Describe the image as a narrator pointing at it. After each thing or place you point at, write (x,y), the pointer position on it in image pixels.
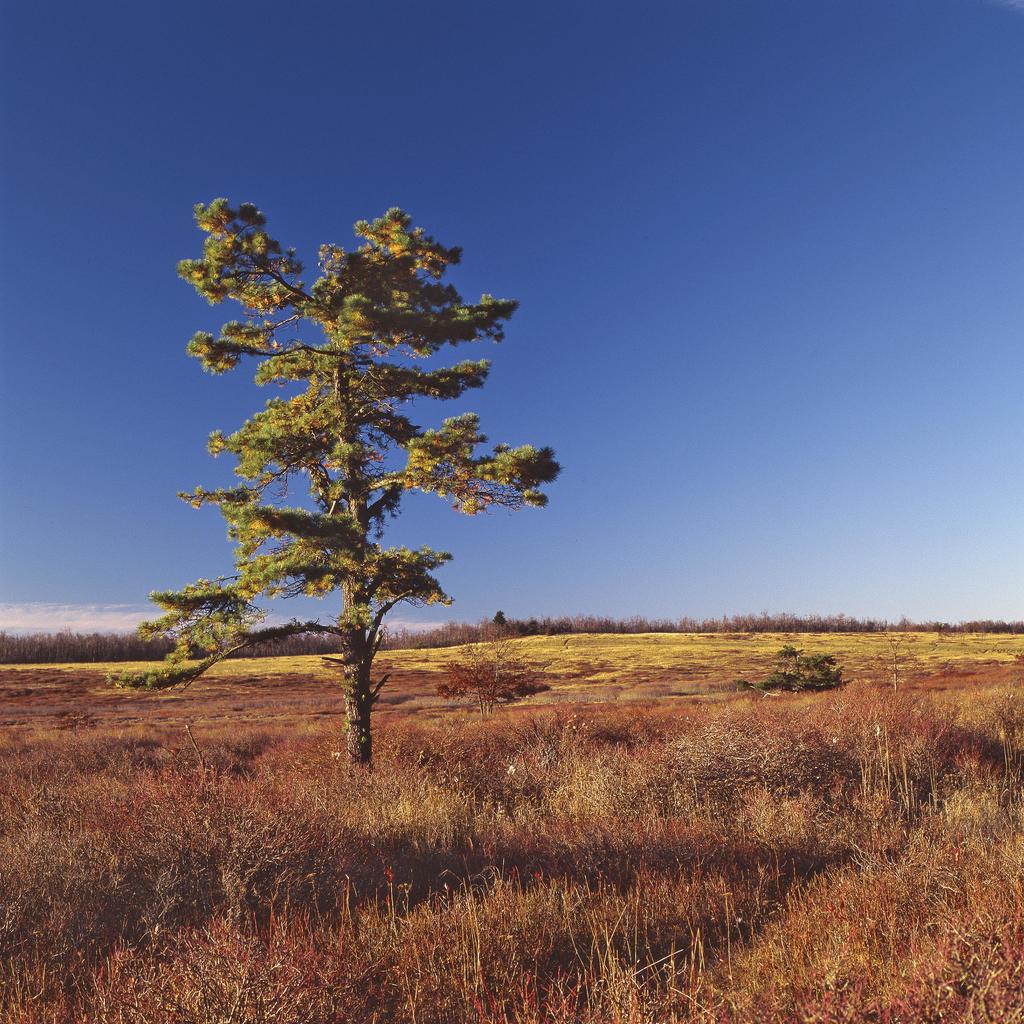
In this image we can see a tree (369,690). At the bottom (352,774) there is grass (522,886). In the background (745,507) there is sky (394,185).
